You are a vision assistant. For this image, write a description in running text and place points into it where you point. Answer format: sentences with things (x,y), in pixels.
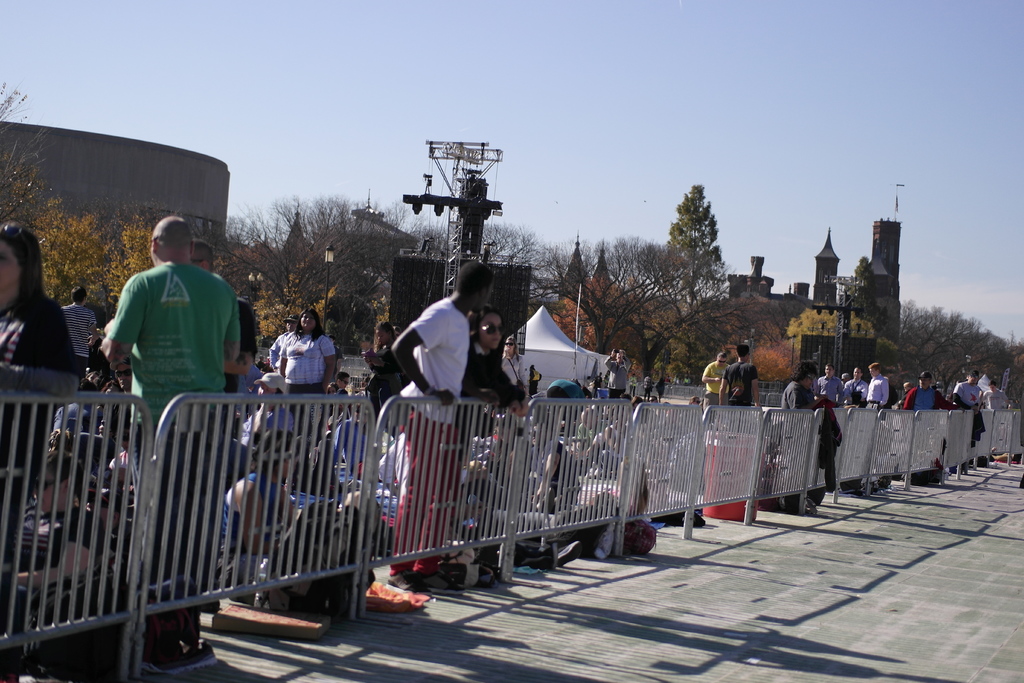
There is a fencing (493,444) and behind the fencing (423,549) there are a lot of people (512,338) and behind the people (232,326) there are plenty of trees (647,310), buildings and poles (447,260).
